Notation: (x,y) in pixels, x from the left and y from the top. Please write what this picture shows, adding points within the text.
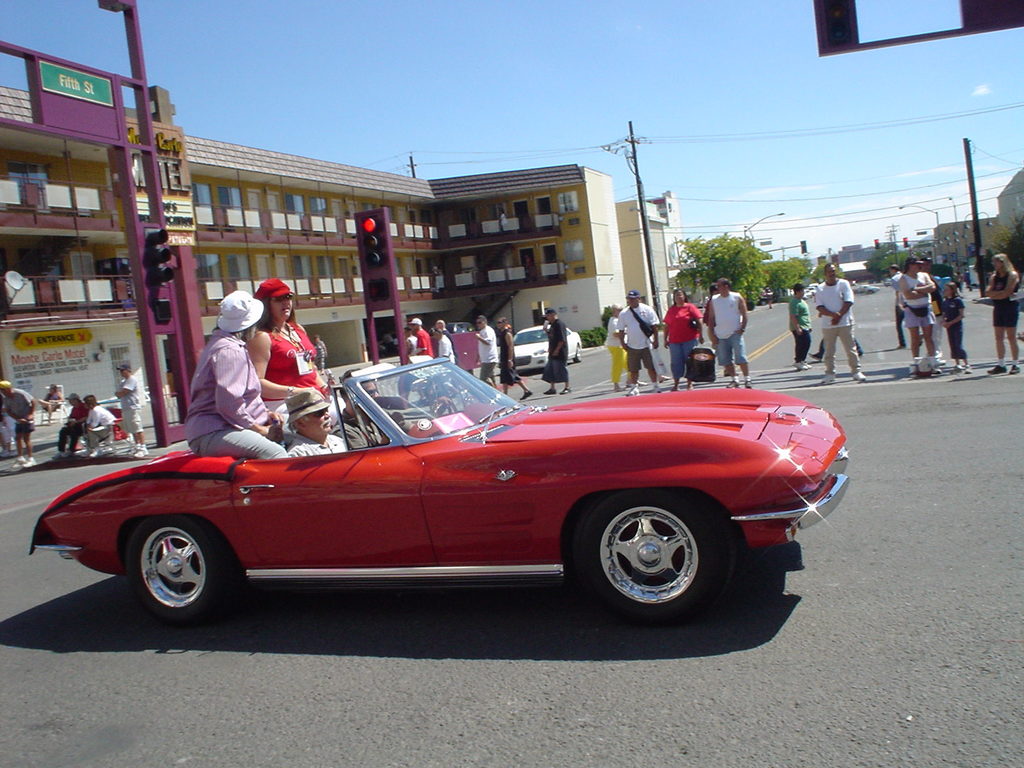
In this picture, there is a car (366,462) on the road (444,609). It is facing towards the right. It is in red in color. On the car (313,464), there are four people (253,454). Beside the car (496,412), there are people (928,353) crossing the road (592,354). Behind them, there is another car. Towards the left (102,233), there is a building (415,301). In the background (853,208), there are trees (751,246), buildings (857,252) and a sky (663,133).
